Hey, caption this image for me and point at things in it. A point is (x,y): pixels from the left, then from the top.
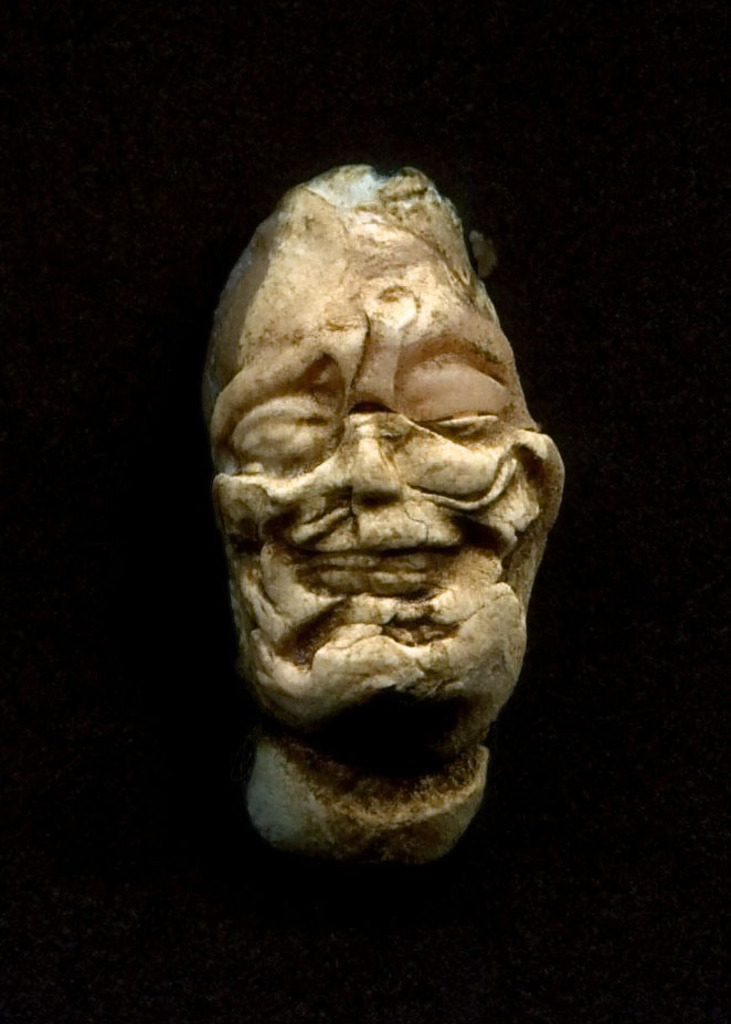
In the middle of the image (318,442) there is a sculpture (339,741). In this image the background (177,124) is black in color.
